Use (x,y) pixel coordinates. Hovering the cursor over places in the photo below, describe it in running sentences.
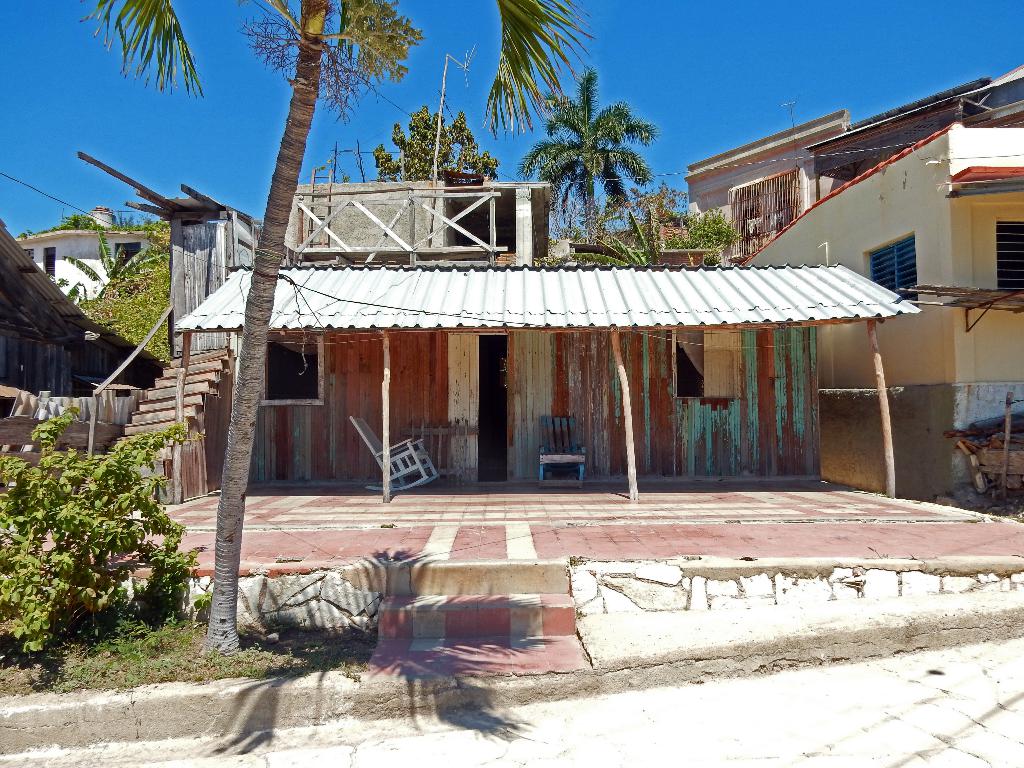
This is an outside view. Here I can see few houses (201,215) and trees (254,388). At the bottom (648,726) there is a road (530,732). On the left side (113,548) there are some plants (121,526). At the top of the image (713,33) I can see the sky (711,57).
